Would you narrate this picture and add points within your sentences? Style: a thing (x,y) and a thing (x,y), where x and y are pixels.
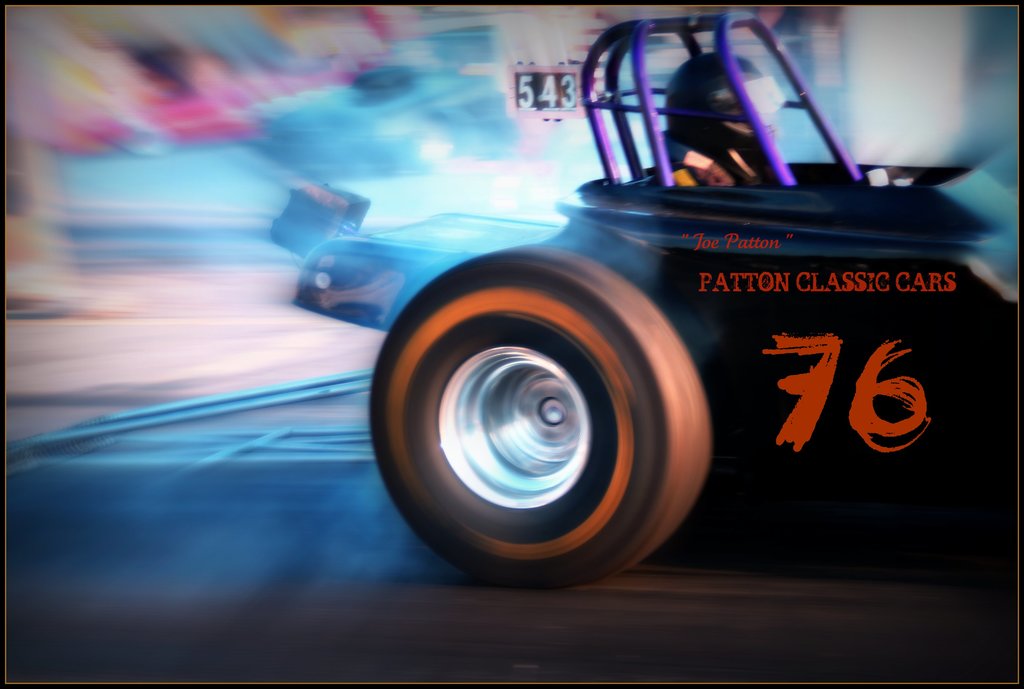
In the image there is a person (741,155) sitting inside a car (629,376), everything is blurry in the background (616,159).
